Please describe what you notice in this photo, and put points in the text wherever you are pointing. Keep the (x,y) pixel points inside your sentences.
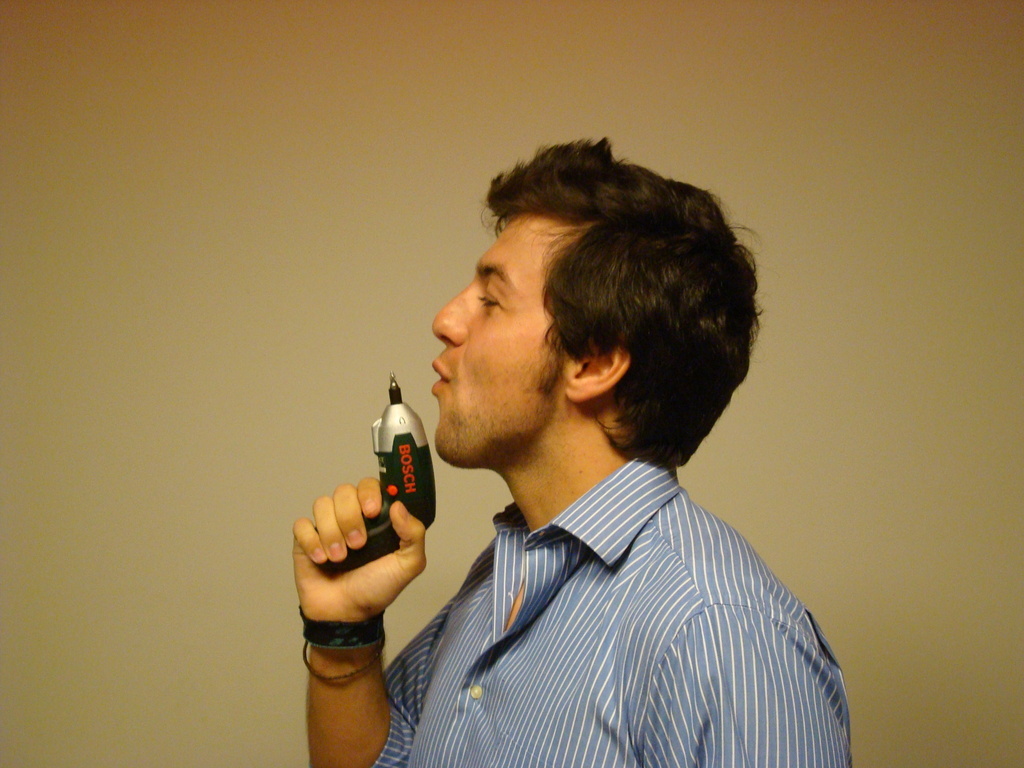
In this picture we can observe a person (552,601) wearing a blue color shirt (550,654). He is holding a black color device (391,506) in his hand (372,566). In the background (257,367) there is a wall (780,282) which is in yellow color.
